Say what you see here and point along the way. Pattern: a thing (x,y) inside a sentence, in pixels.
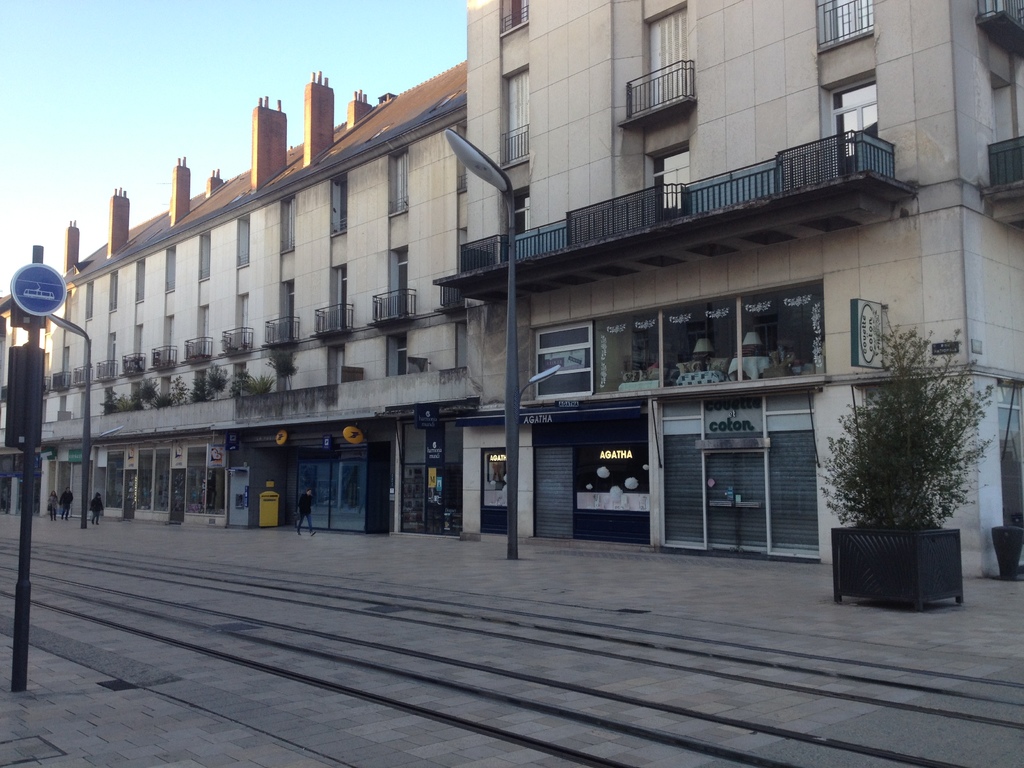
In the center of the image (482,333) there are buildings (498,315) and we can see poles (84,513). On the left (29,268) there is a sign board (44,279). At the bottom (386,697) there are tracks (568,686) and we can see plants (881,463). In the background (230,127) there is sky (142,75).
